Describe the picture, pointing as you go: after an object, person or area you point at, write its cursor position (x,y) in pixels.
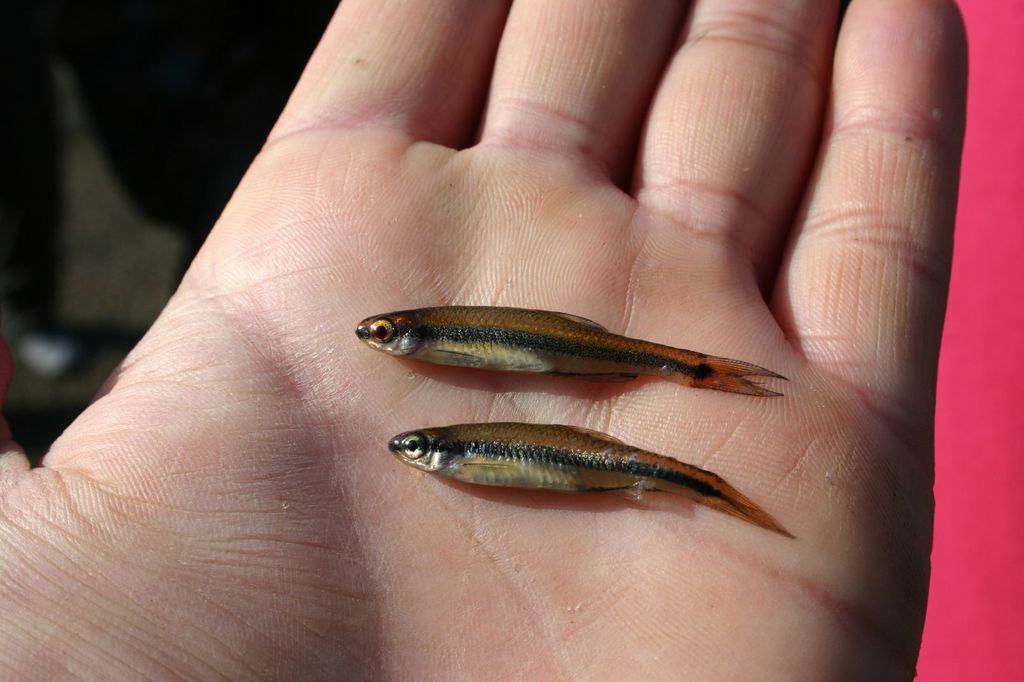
In the image there are two small fishes (441,434) in a hand (240,291) of a person (630,244).
